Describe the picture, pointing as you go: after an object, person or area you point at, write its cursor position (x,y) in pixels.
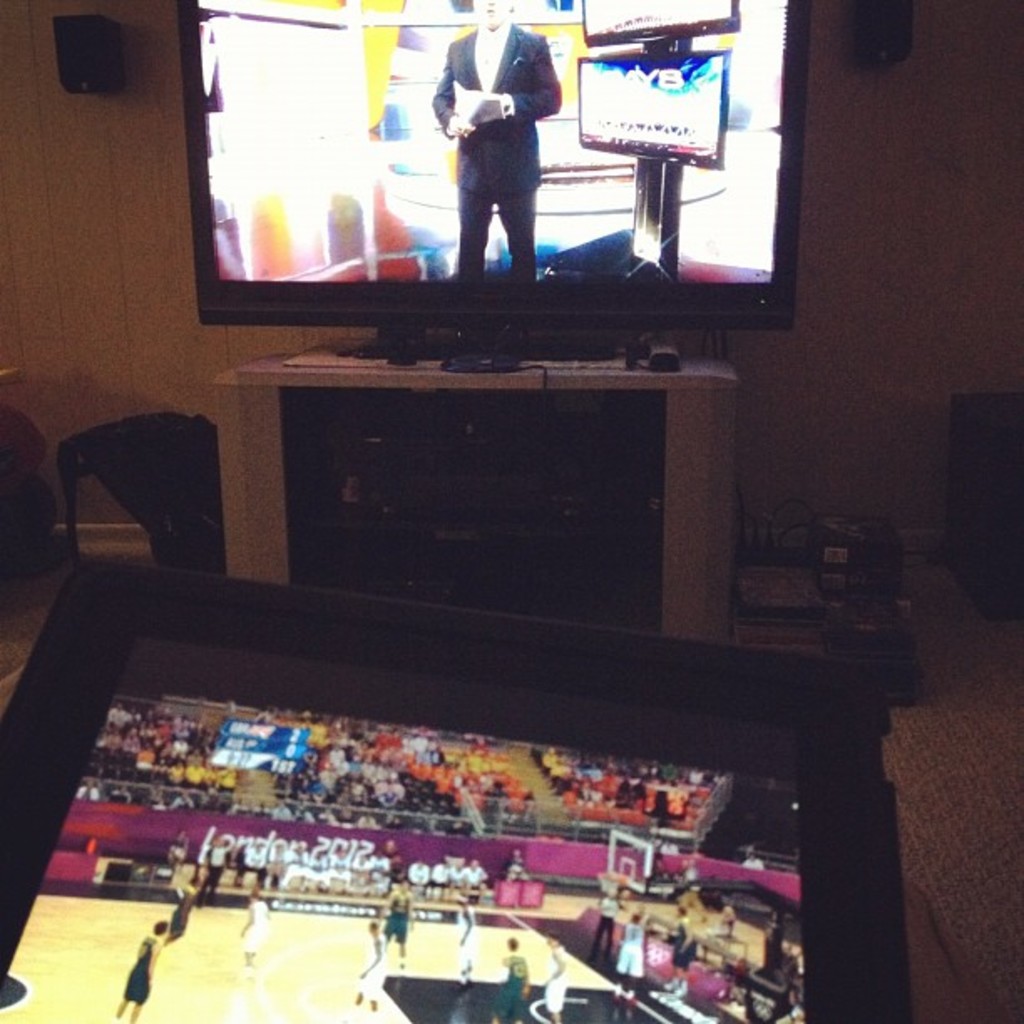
In this picture there is a inside view of the room (409,497). In the front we can see the television screen (314,276) placed on the table top (258,511). Behind there is a yellow color wall (870,151) with two speakers (96,37). On the bottom side (605,708) there is a tablet (158,783) in the foreground (493,990).
